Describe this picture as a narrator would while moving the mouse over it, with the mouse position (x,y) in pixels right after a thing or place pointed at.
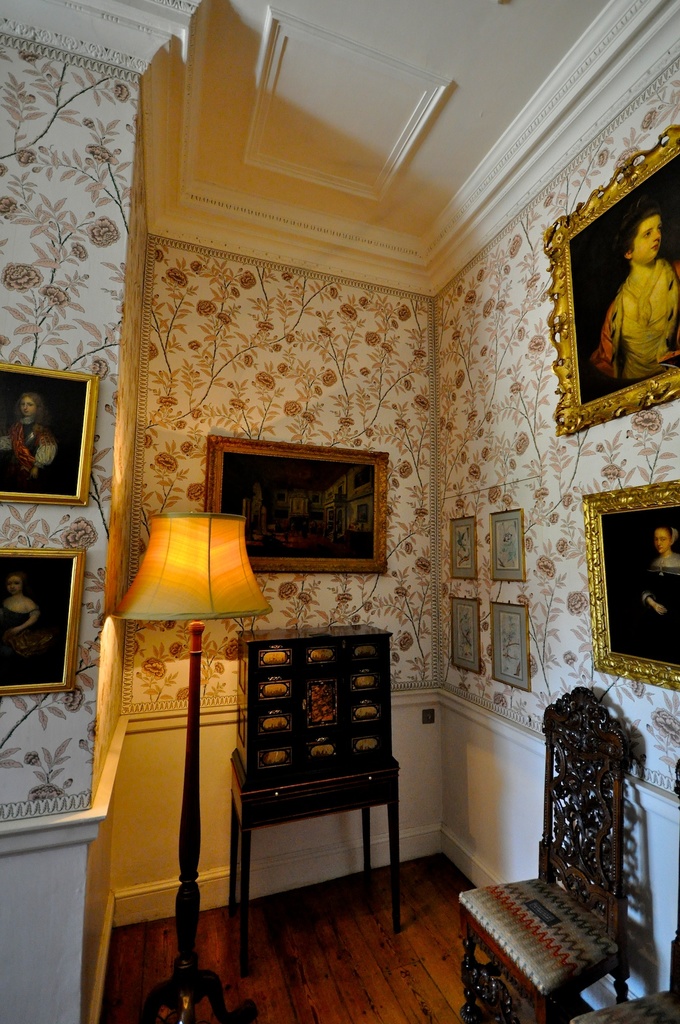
In this picture there is a lamp (184,591), locker (291,723) and a chair (547,906) here. In the background (318,502) there is a photo frame (319,486) attached to the wall (259,347).
